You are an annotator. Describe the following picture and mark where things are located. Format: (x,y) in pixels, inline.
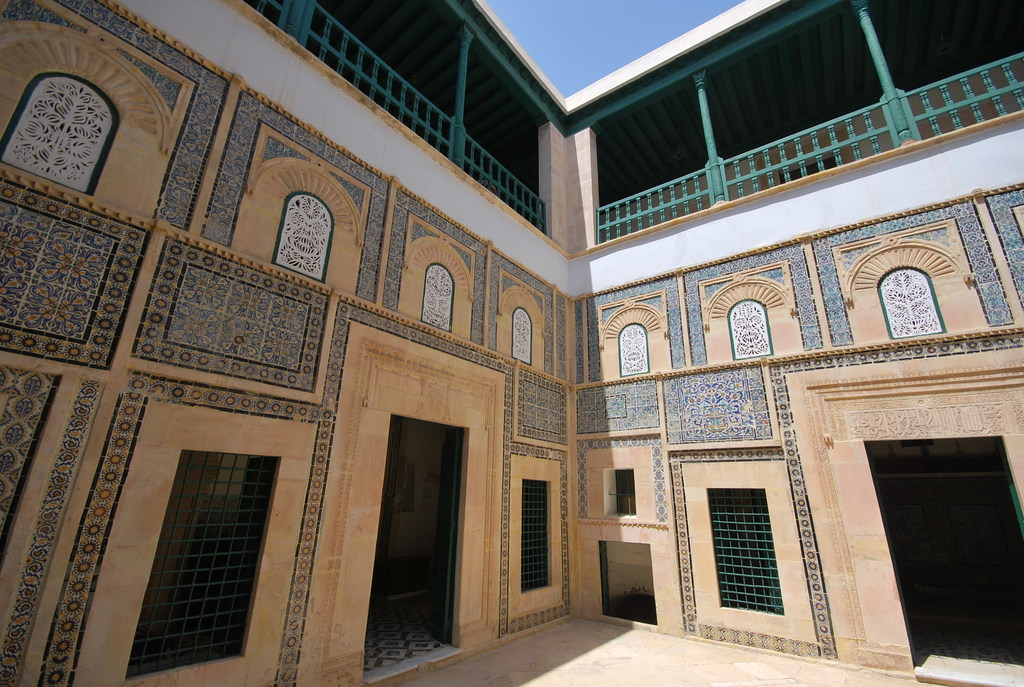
There is a building (413,193) with doors (442,514) and windows (185,534). On the top of the building (446,102) there are pillars (588,180) and railings (794,140). On the wall (540,247) of the building (354,250) there are some artwork (514,282). In the background (620,26) there is sky (612,36).
